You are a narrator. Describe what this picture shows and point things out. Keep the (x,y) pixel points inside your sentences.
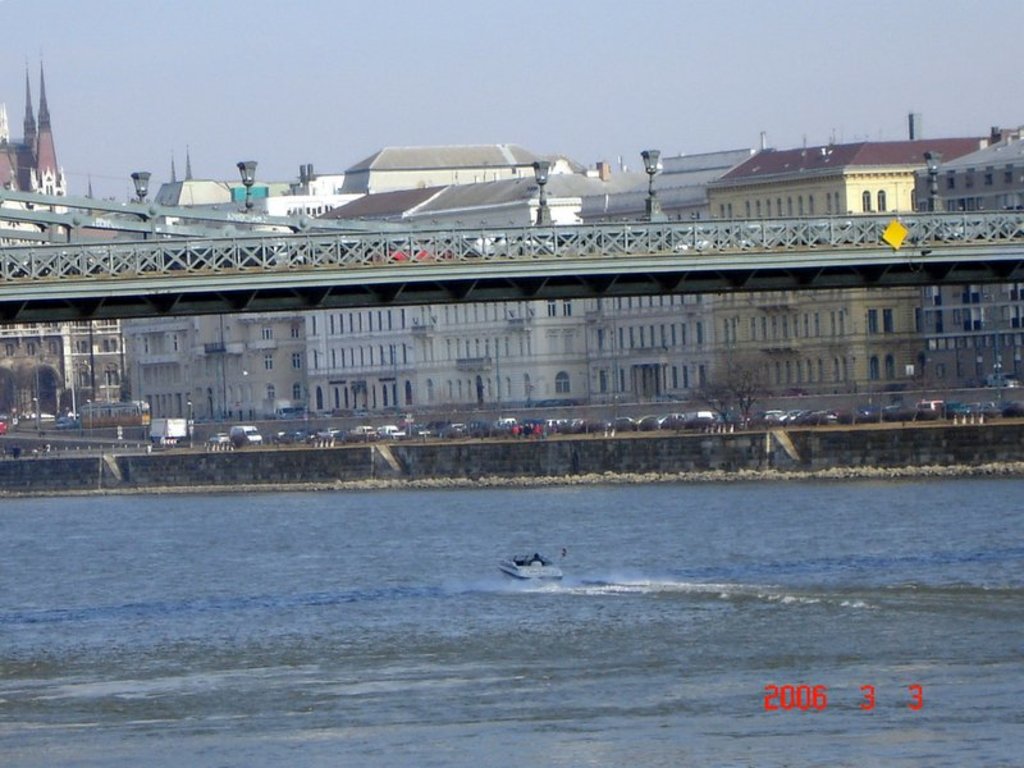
In the picture I can see a boat (536,576) is floating in the water (529,616), I can see bridge (929,219), vehicles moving on the road (134,447), I can see the buildings (879,293) and the sky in the background (425,173). Here I can see the watermark (859,689) at the bottom right side of the image (814,700).
